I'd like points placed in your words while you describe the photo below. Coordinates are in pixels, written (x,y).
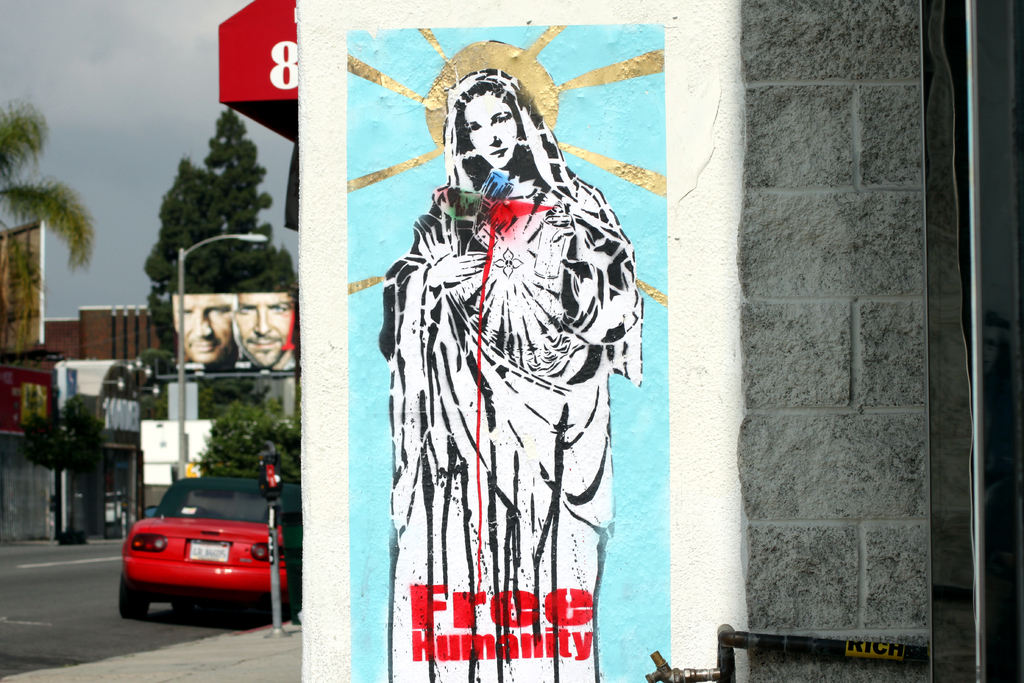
In this image I can see a wall (485,286) with wall painting (461,277) in the center of the image (420,443) with a free humanity message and on the left side of the image (214,552) I can see a car (225,539) and a light pole (247,234) and a building (111,409) and some trees (223,199).
